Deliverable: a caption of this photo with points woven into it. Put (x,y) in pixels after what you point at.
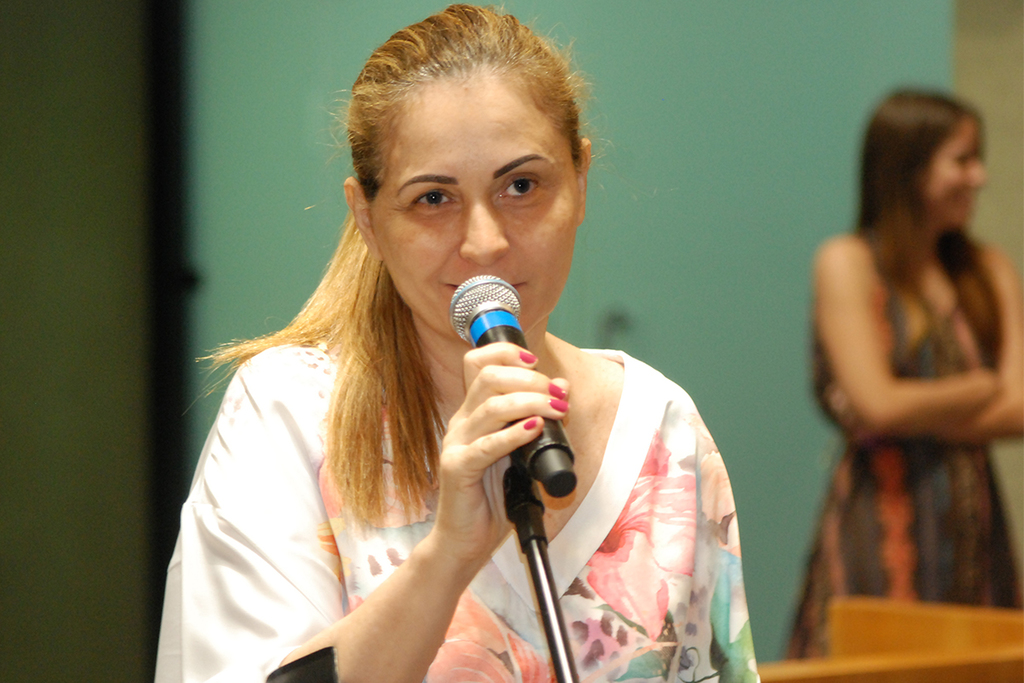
As we can see in the image there are two people (532,409). In the front (524,396) there is a woman (504,175) holding mic (496,336) in her hand (497,375).
